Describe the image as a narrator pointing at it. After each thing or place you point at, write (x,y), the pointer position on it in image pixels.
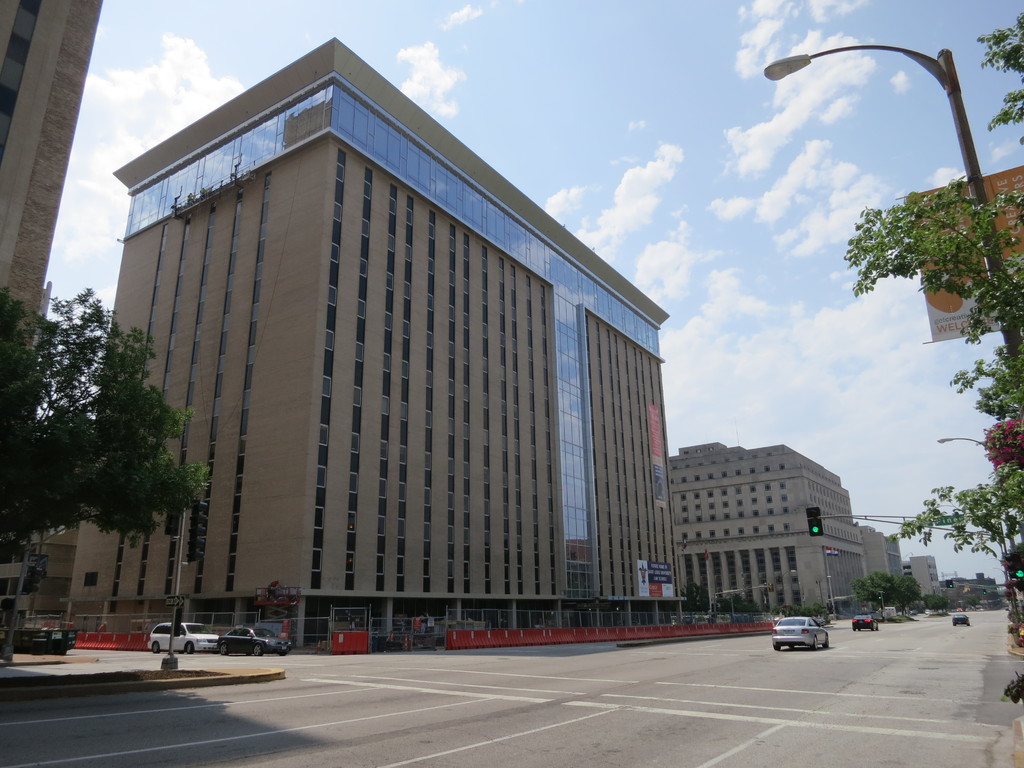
In the image in the center (596,433) we can see buildings (814,562), trees (993,398), poles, banners (646,578), glass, wall (271,363), fence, traffic light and few vehicles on the road (586,669). In the background (529,46) we can see the sky (626,50) and clouds (898,300).
